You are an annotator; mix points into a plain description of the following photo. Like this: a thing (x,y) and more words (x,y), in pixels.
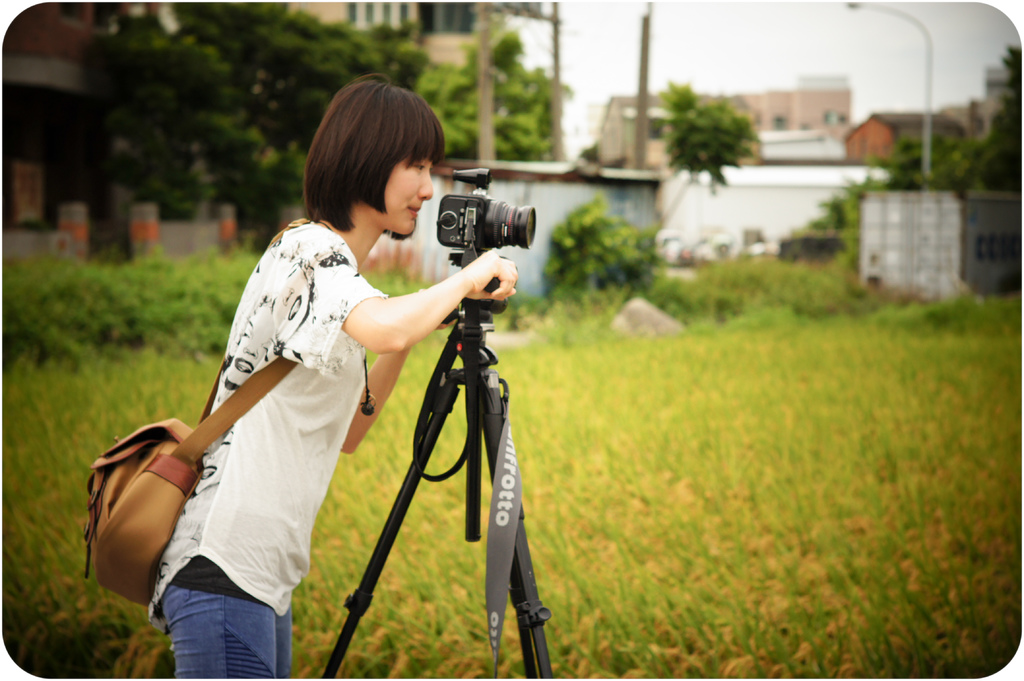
In this image I can see a woman (458,274) is standing and carrying a bag (180,420). I can also see she is holding a camera (461,220) and she is wearing white top (287,422). In the background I can see few trees (517,152), poles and few buildings (656,110).
